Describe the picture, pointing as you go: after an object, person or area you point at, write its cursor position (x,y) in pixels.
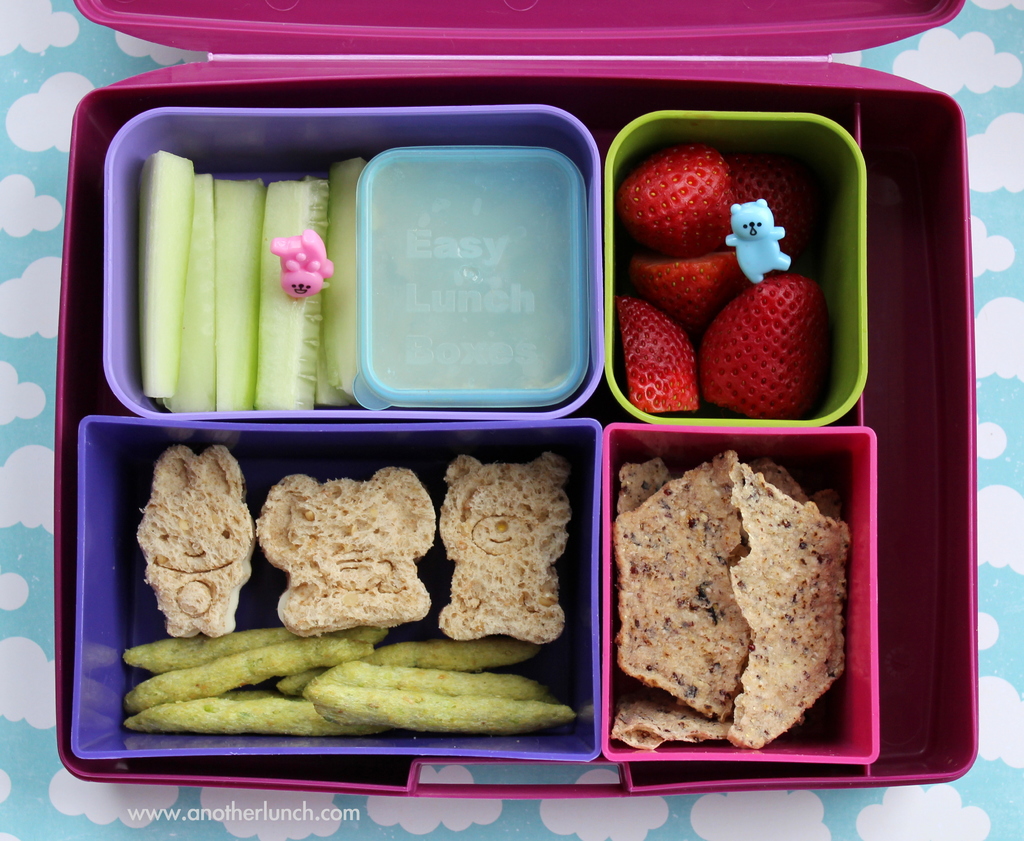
In this picture we can see a pink color box (98,97). In a box (917,265) we can see different containers (617,673) with food items (299,344). We can see pink and blue toys (763,243).
